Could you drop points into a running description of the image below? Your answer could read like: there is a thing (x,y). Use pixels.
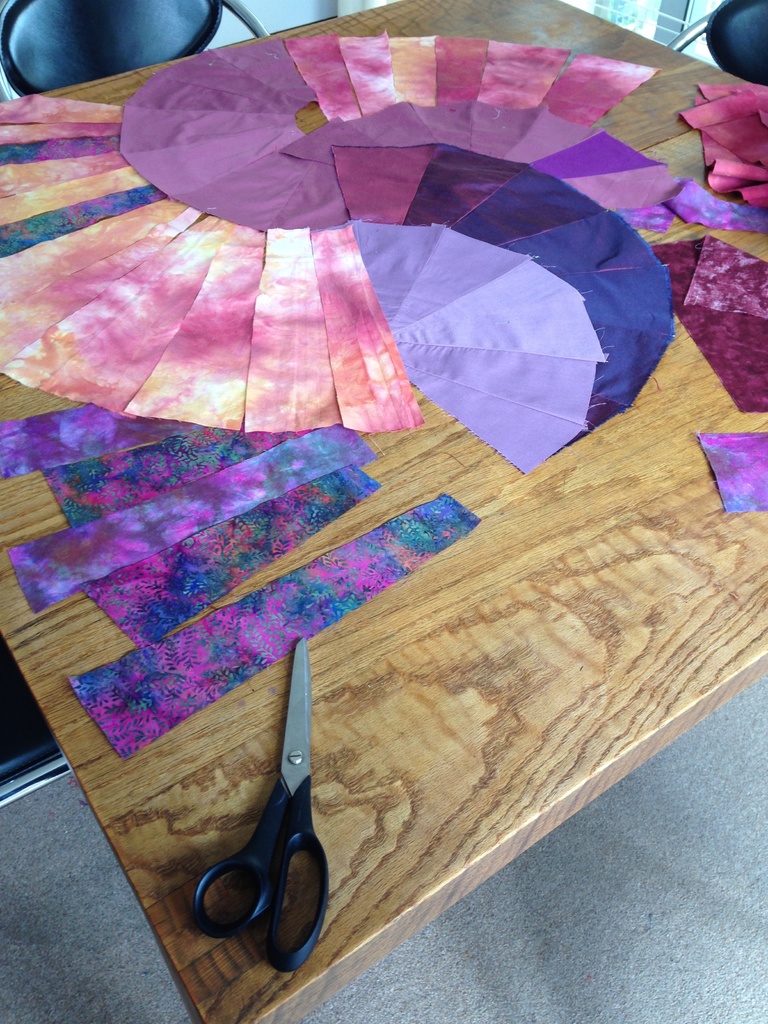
In this image I can see a colored cloth (324,273) on the table (273,725). There is a scissor (278,829). The cloth (312,371) is cut in a small pieces (328,260). I can see a chair (85,34).
